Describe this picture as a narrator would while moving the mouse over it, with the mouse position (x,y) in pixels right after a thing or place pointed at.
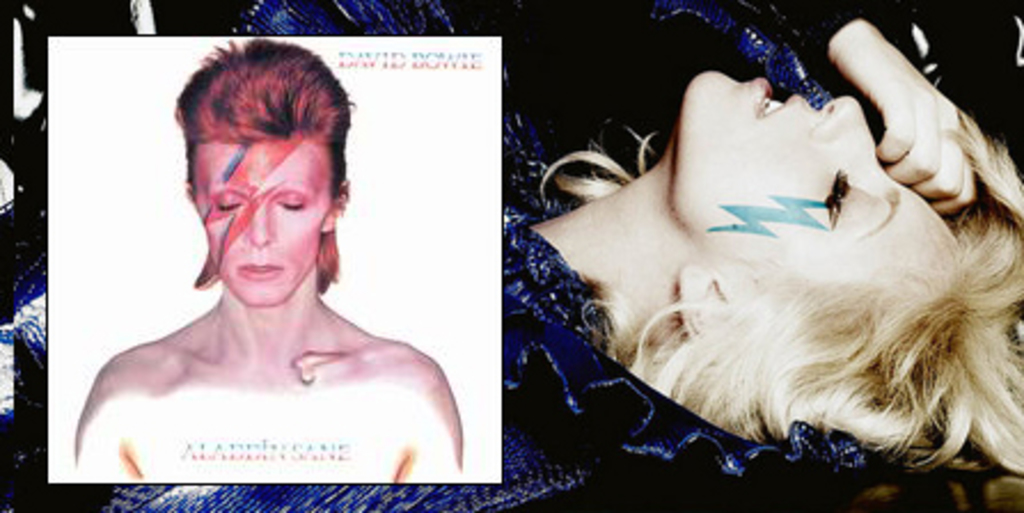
In this image I can see the person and something is written on the image. In the background (963,293) I can see the other person (963,293) is wearing blue color dress (767,68).
